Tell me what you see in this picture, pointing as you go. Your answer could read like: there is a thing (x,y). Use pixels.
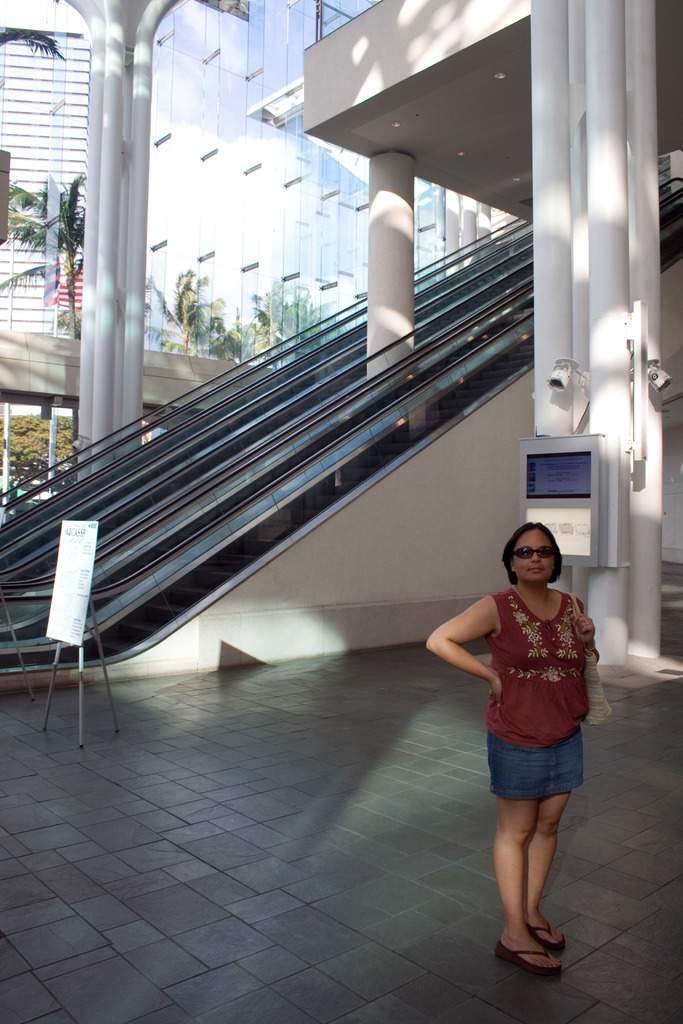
In this image there is a woman (515,617) standing on the floor (366,887). Behind her there is a escalator (197,461). Beside the escalator (99,557) there is a board (84,570) on a tripod stand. To the right (556,212) there are pillars (560,182). In the background (206,79) there are buildings (226,106) and trees (225,349).
